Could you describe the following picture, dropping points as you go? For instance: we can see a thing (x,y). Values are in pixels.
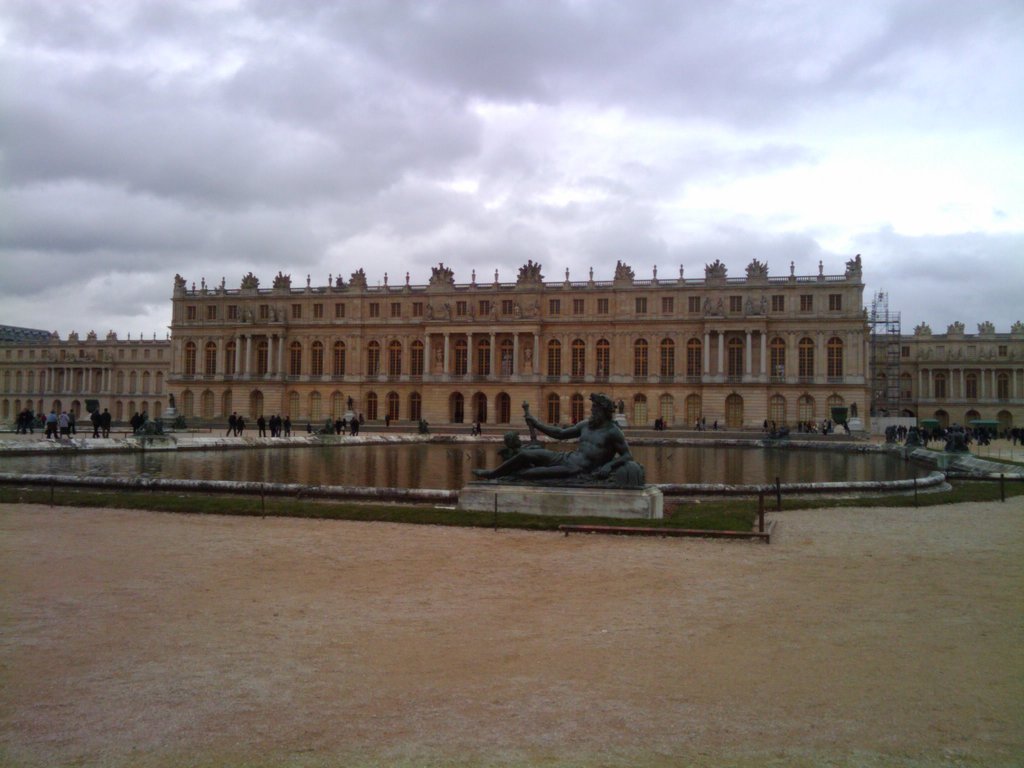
In this image I can see a statue (604,453) of a person (608,425) which is black in color, the ground (527,607), some grass (708,516) and the water (412,475). In the background (344,424) I can see few persons (355,434) standing on the ground (882,432), few tents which are green in color, a building (822,409) which is brown in color and the sky (261,174).
